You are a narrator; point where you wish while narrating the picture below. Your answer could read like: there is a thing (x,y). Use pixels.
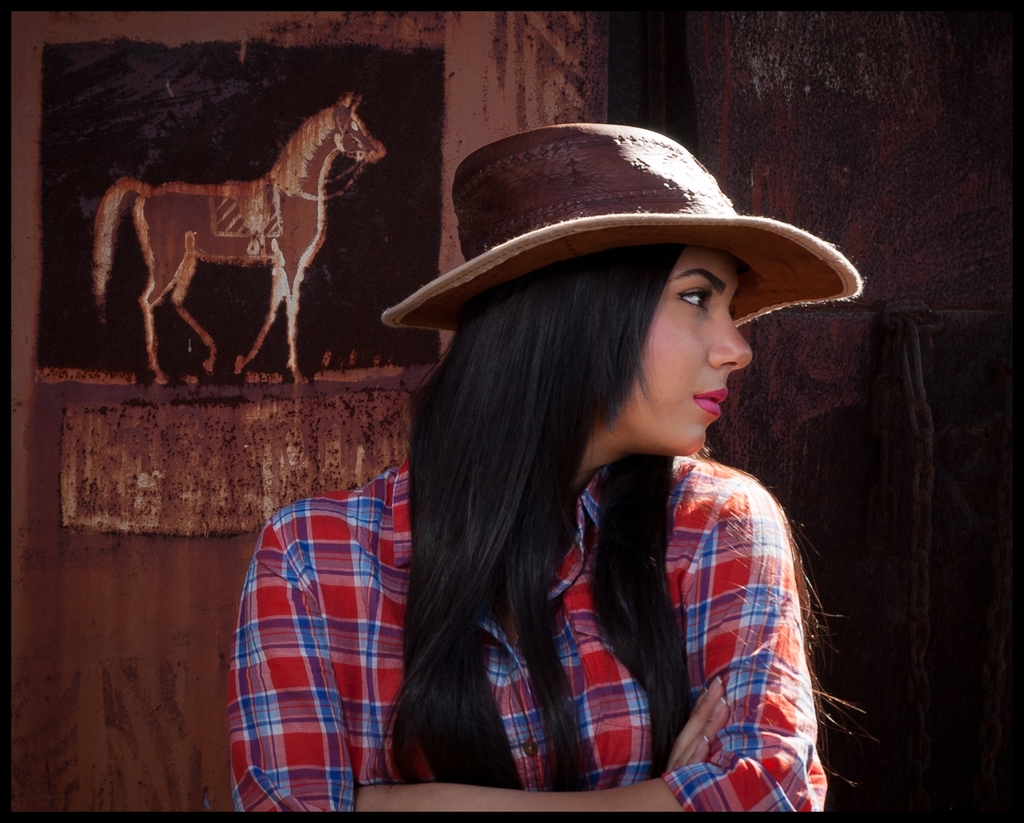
In the center of the image (556,525) we can see a girl (580,600) standing. She is wearing a hat (471,262). In the background (437,187) there is a wall (308,423) and we can see a painting (372,223) on the wall (792,177).
